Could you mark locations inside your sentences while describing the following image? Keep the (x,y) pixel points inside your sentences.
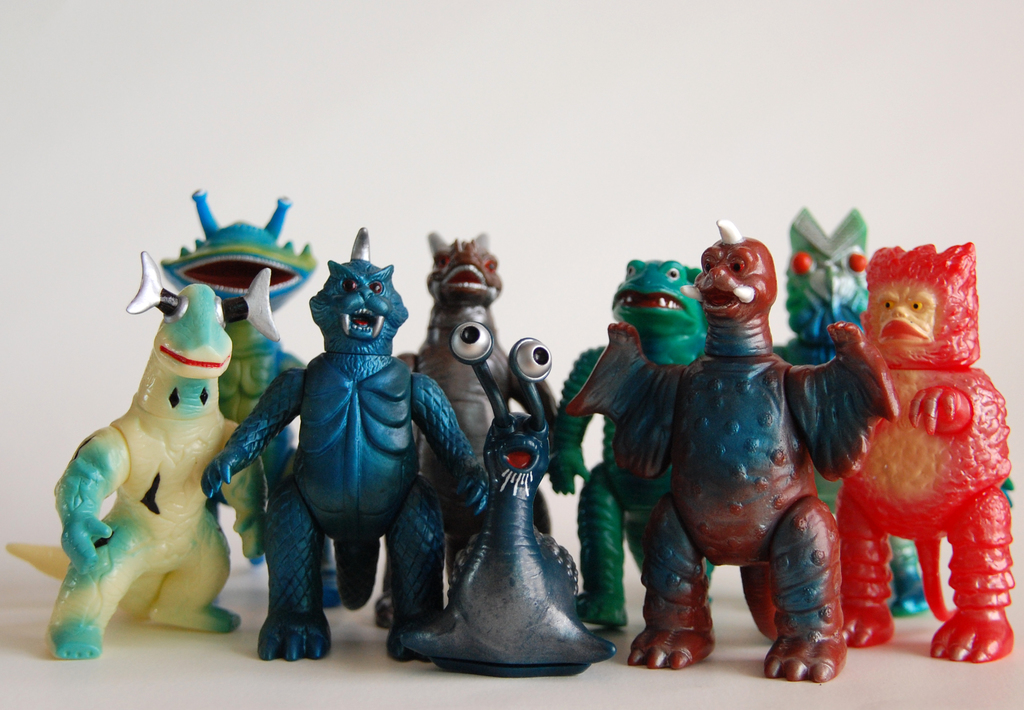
In the picture we can see some monster dolls (614,522) on the white color surface (628,616).
